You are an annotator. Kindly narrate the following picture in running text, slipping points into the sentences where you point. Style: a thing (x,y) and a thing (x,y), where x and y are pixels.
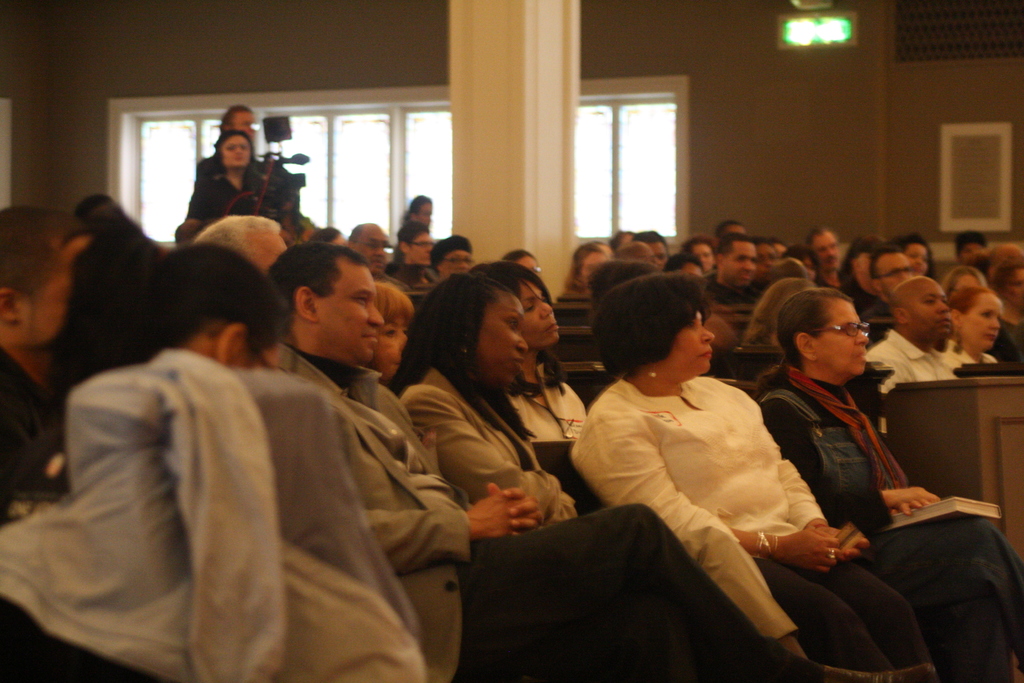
In this image there are so many people (461,268) sitting on chairs (1002,413).
